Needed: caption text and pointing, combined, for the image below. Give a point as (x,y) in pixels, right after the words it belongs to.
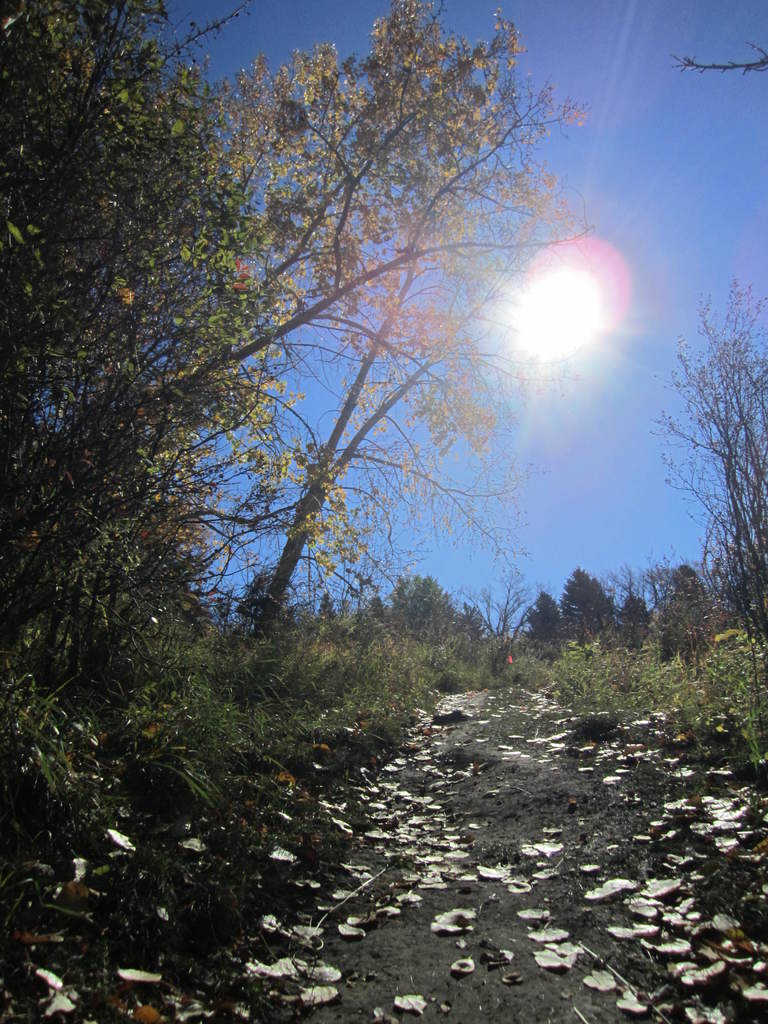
At the bottom of the image (422,808) on the ground (452,818) there are dry leaves (311,992). And on the ground (568,738) there is grass (237,710). In the image there are many trees (367,549). Behind the trees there is sky (550,232) with sun (554,344).
